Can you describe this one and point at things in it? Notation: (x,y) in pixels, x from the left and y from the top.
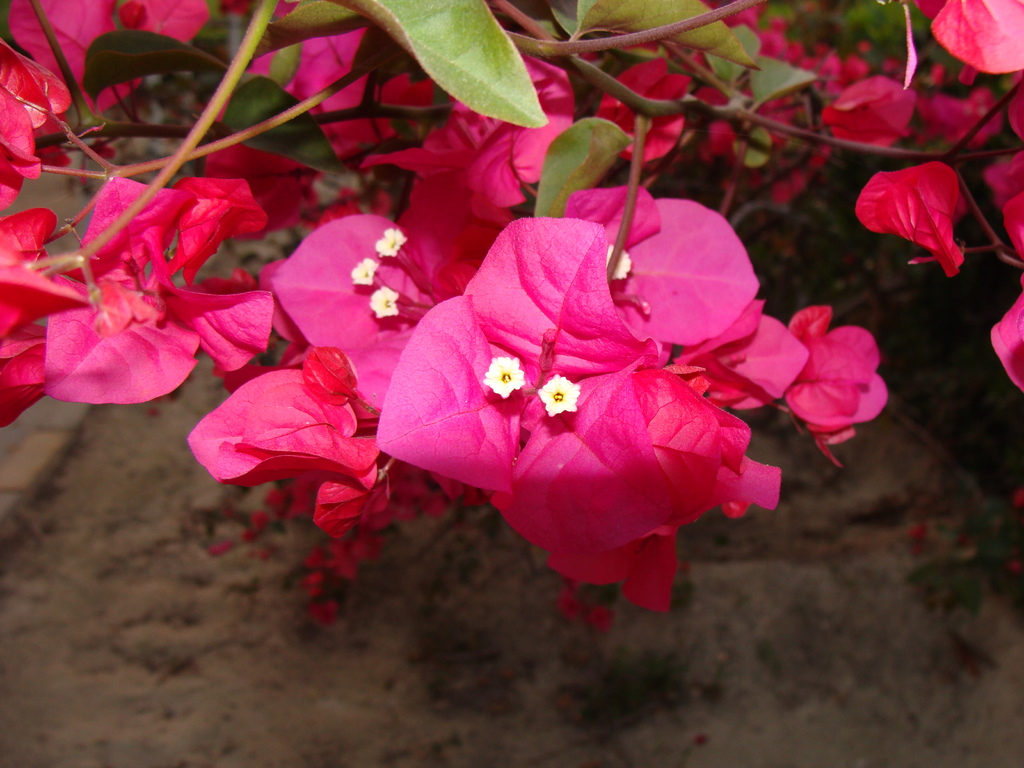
Here in this picture we can see flowers (478,221) present on a plant (520,156), which is present on the ground (11,735) over there.
